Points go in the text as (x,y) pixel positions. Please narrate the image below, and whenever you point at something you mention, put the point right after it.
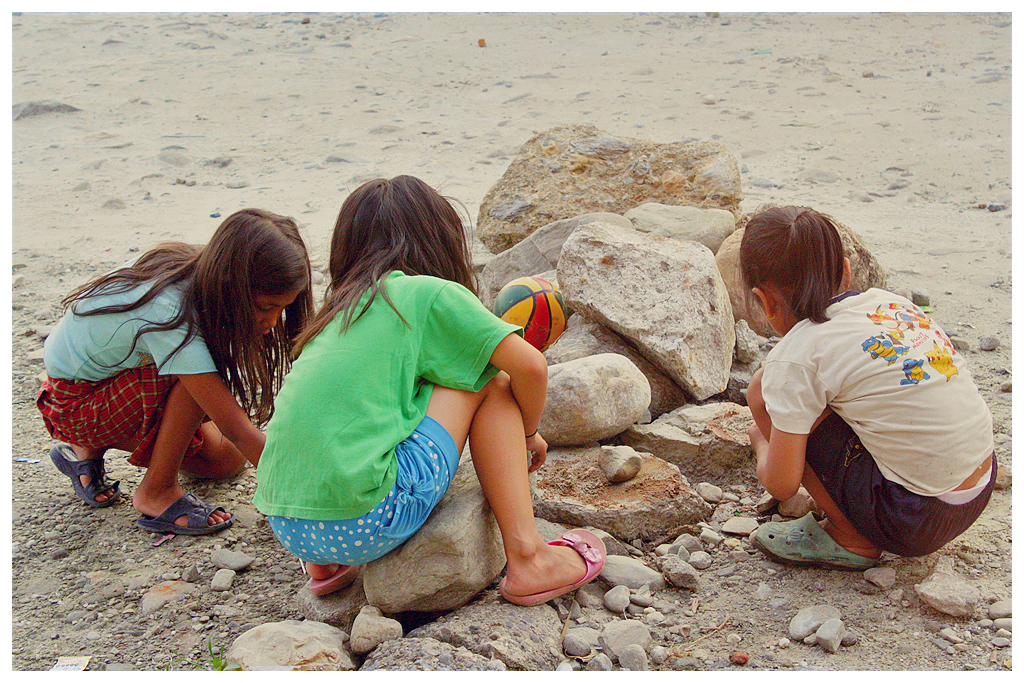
This picture shows rocks (728,209) on the ground (74,37) and we see three girls (495,422) playing with stones (675,515) and we see a ball (537,307).
